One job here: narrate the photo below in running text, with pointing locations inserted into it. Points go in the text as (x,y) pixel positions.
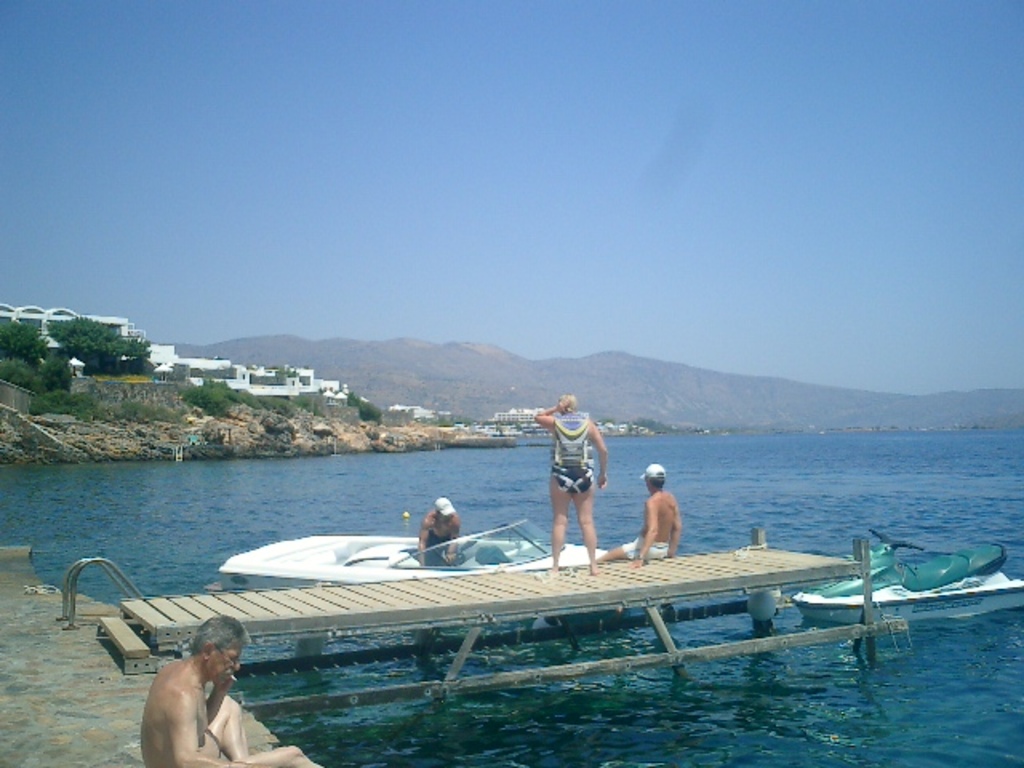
At the bottom of the image (690,674) there is water (712,680), above the water (833,674) there are some boats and few people (250,757) are standing and sitting. Behind them there are some hills (184,353) and trees (76,339) and buildings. At the top of the image (632,10) there is sky (510,283).
